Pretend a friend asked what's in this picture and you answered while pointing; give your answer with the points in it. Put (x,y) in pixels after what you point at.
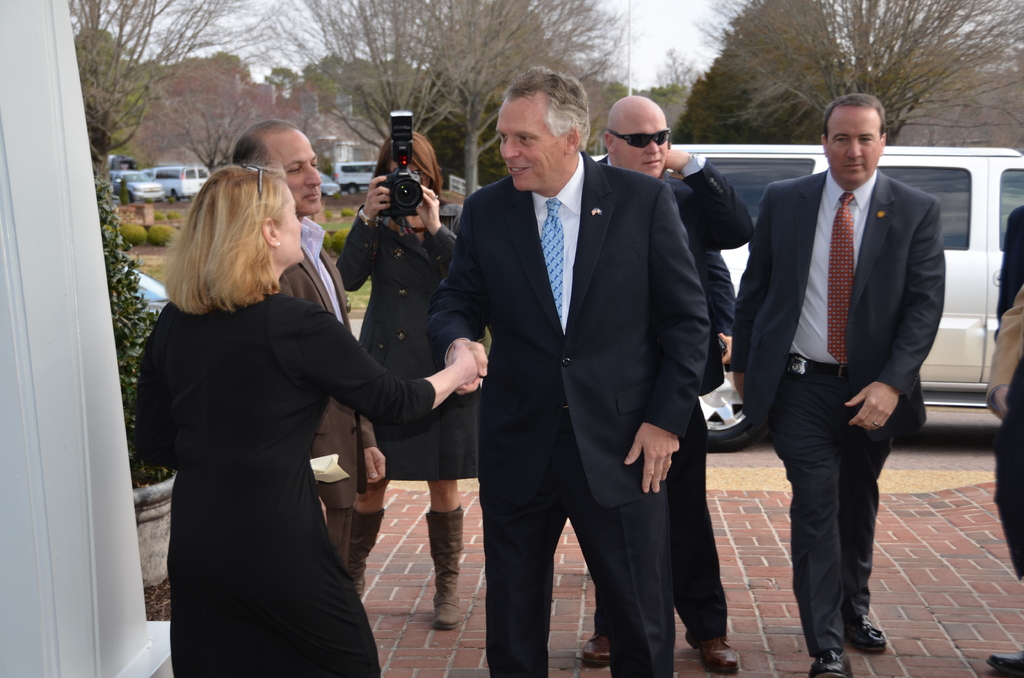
In the image i can see the persons (495,208) wearing the black jackets (577,380). Behind them there is the person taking the picture of them and i can also in the background (548,48) there are trees (482,48), cars (181,176), grass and the sky (663,51).
